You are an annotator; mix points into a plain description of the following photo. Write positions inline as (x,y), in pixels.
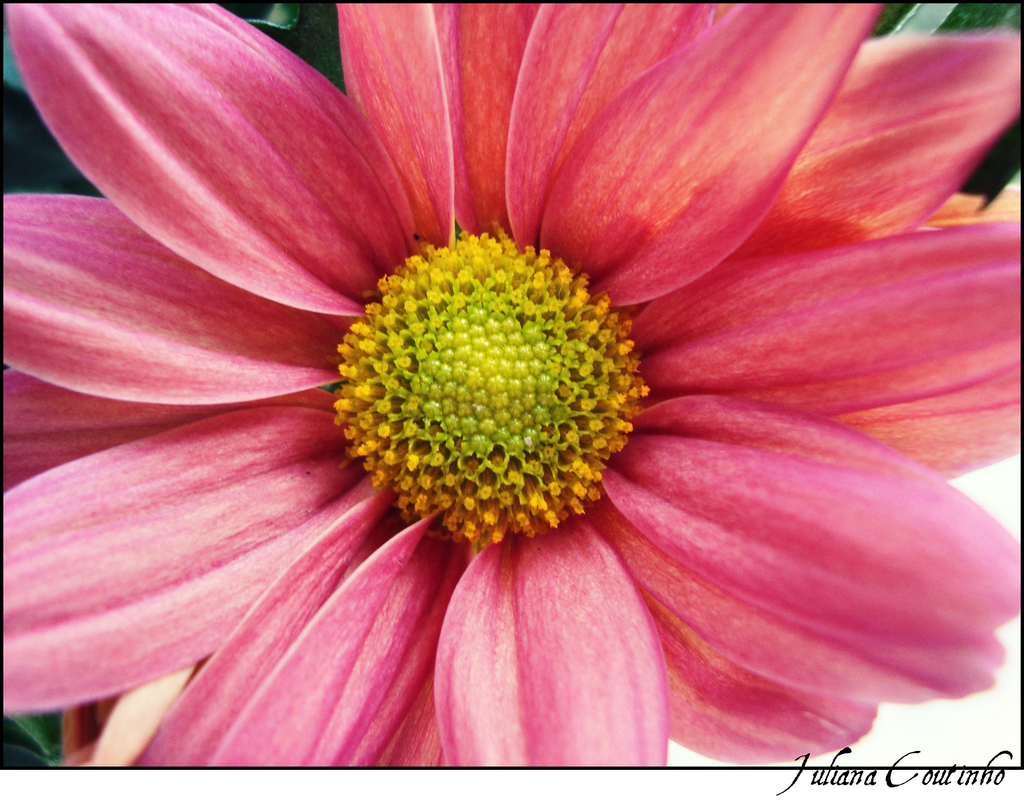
In the image there is a pink flower (311,567). In the middle of the flower (473,356) there it is yellow in color. At the bottom of the image (1002,770) there is a name (813,778).
